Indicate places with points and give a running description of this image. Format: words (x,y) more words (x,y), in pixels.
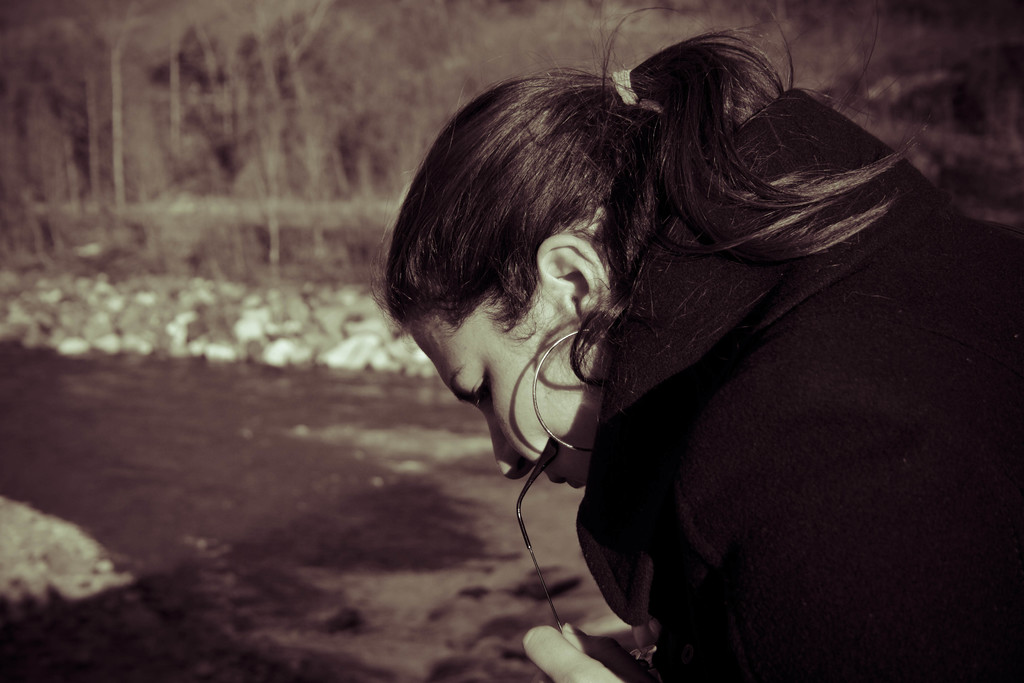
In this picture we can see a woman (571,459) and behind the women (655,377) there are trees (216,145).
